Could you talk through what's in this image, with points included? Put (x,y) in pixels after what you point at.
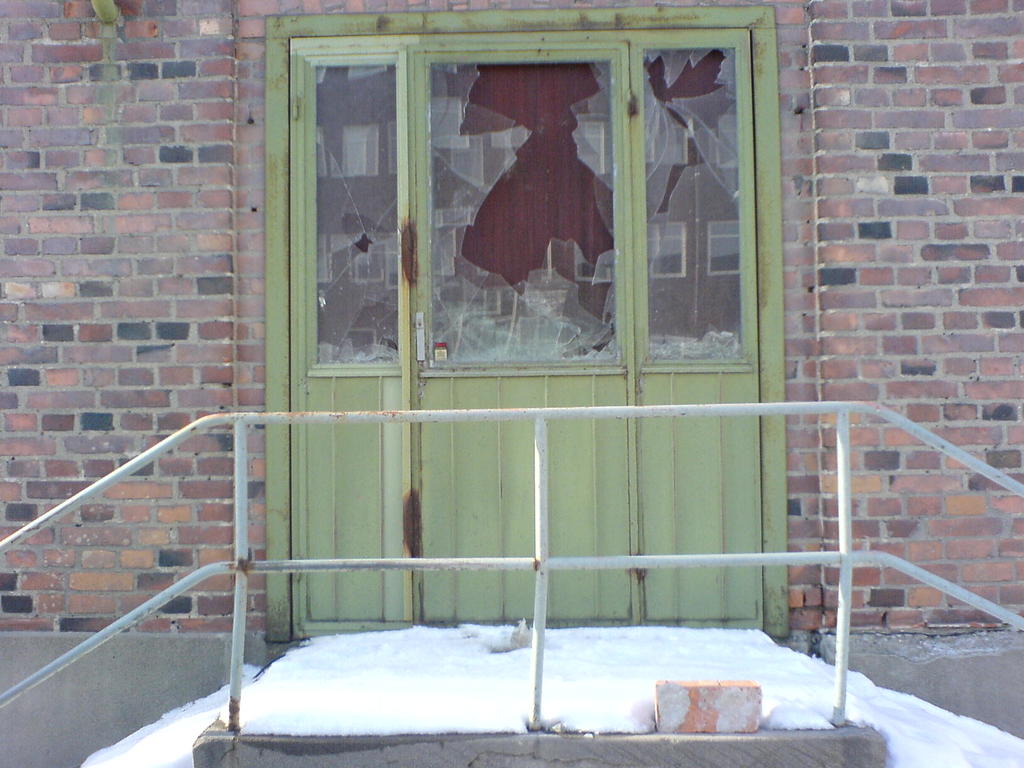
In this image there is a building (853,316). In the center (670,499) we can see a door (362,521). At the bottom (589,670) there is a railing (36,526) and we can see snow (460,682). There is a brick (696,723).
